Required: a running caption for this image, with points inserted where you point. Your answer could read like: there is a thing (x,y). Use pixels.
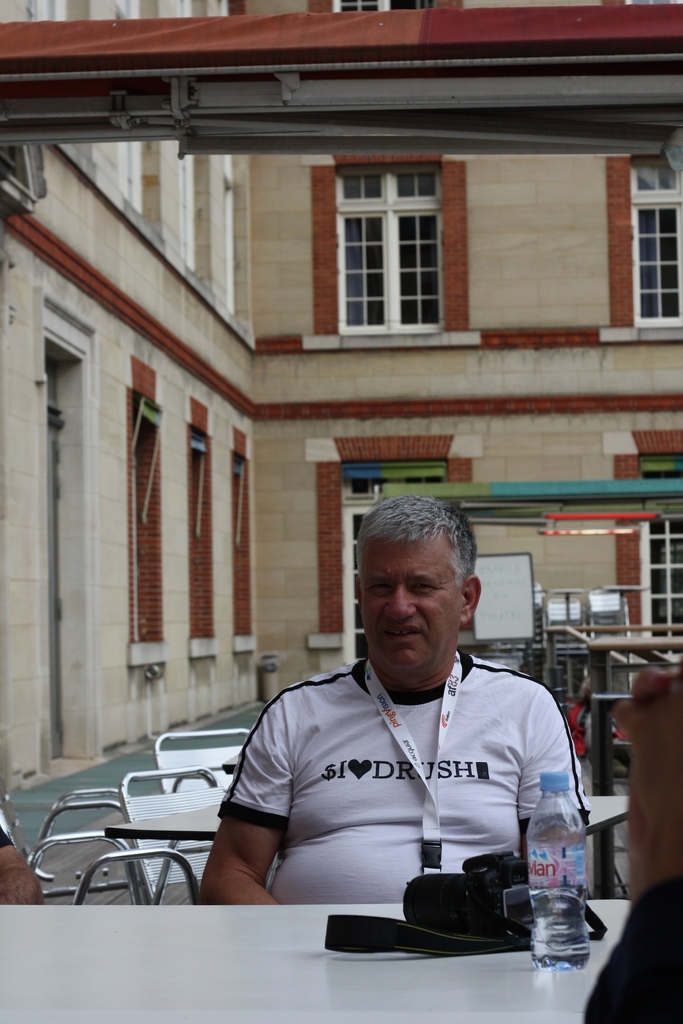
In the image in the center (371,643) we can see one man (337,760) sitting. In front of him we can see table (493,971), on table (568,986) we can see camera (513,889) and water bottle (546,887). Coming to the background (358,381) we can see the building (497,419) and some objects (538,632) around him.
